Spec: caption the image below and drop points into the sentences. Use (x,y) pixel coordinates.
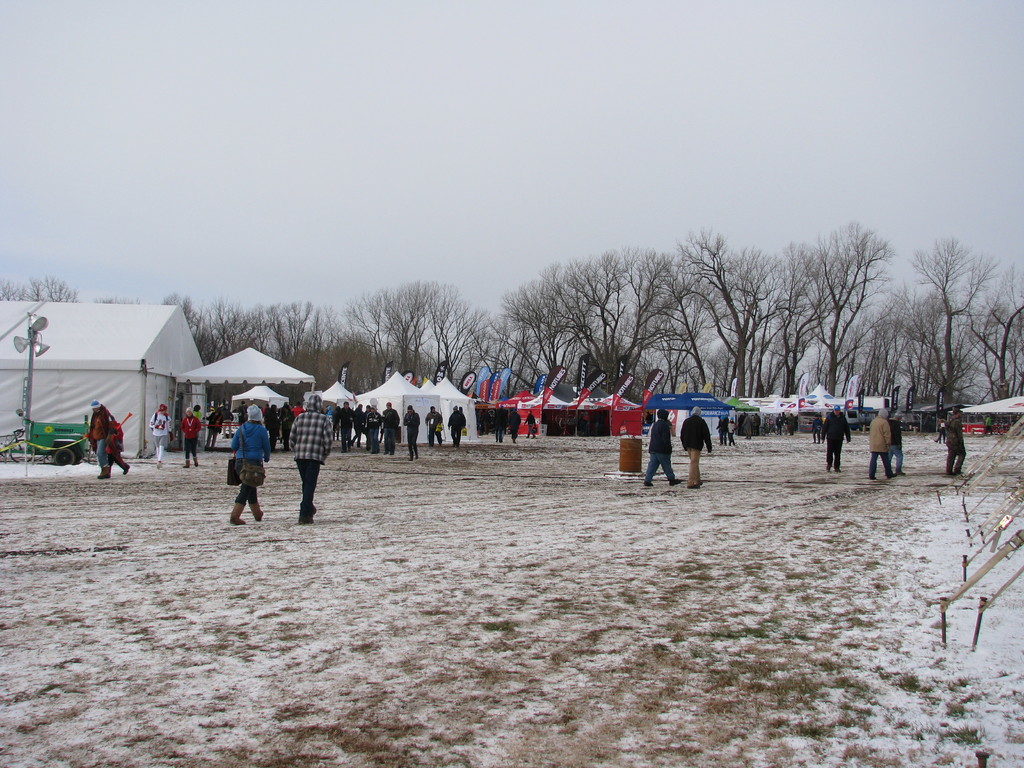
In this image we can see a group of people (314,438) standing on the ground (944,456). One woman (254,441) is wearing a bag (250,478). On the left side of the image (66,438) we can see a vehicle (84,447) and some lights (42,330) on pole (25,426). In the center of the image (439,393) we can see some sheds (405,398), banner flags (653,385) with some text (595,385) and some trees (924,337). On the right side of the image (1018,432) we can see some cables (995,556) and poles (966,568). At the top of the image (437,71) we can see the sky (445,48).
